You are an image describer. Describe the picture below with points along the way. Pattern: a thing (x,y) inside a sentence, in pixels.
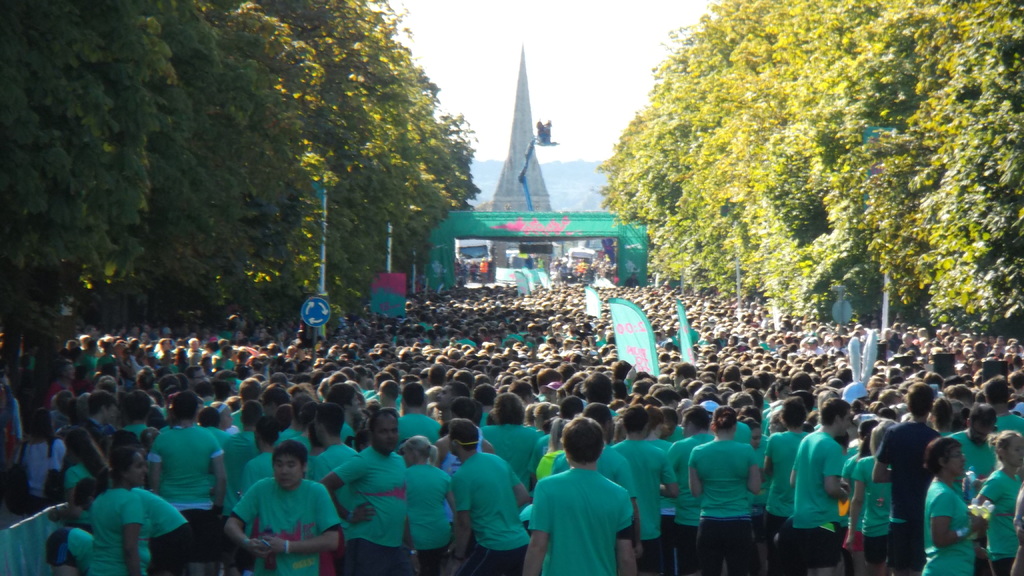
In the image there are many people (522,399) standing on the road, they all wore sea green t-shirt (326,455), on either side of it there are trees (819,166), in the back (511,189) it seems to be a tower (524,103) and above its sky (461,68).
